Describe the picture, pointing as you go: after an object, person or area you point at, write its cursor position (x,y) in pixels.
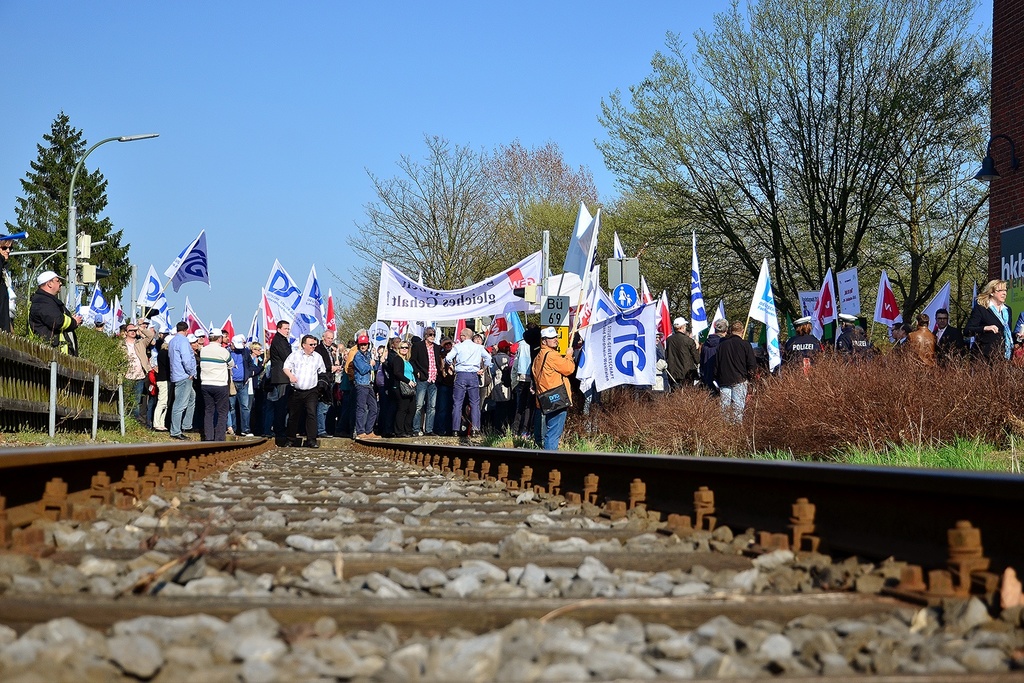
In this image there are group of persons (203,377) standing and in the background (58,238) there are trees (662,220). In the front (268,533) there are stones (313,585) and there is a railway track (406,568). On the right side of the railway track (730,510) there are dried plants (834,407). On the left side of the railway track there is a light pole (70,240) and there are persons (34,318) standing and there are banners (520,304) with some text (396,303) written on it.
